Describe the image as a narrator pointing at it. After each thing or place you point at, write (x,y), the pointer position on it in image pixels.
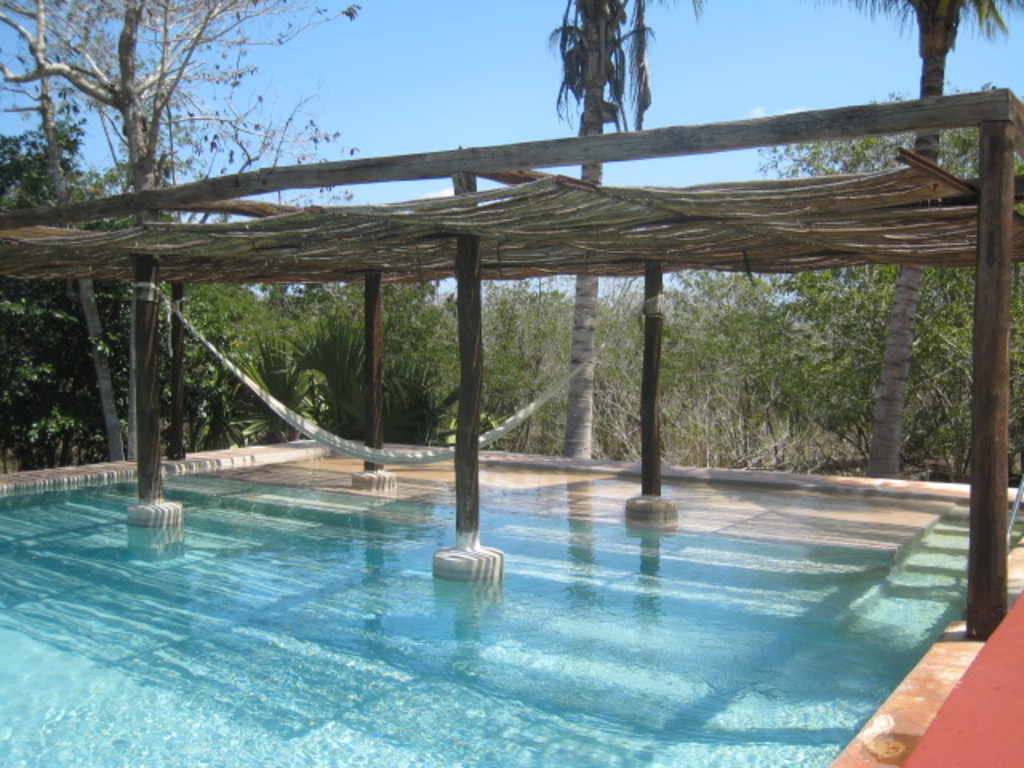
In this image we can see water (194,624), wooden poles (462,378) and roof (336,258). In the background (358,198) we can see trees (65,67) and clouds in the sky (279,56).
